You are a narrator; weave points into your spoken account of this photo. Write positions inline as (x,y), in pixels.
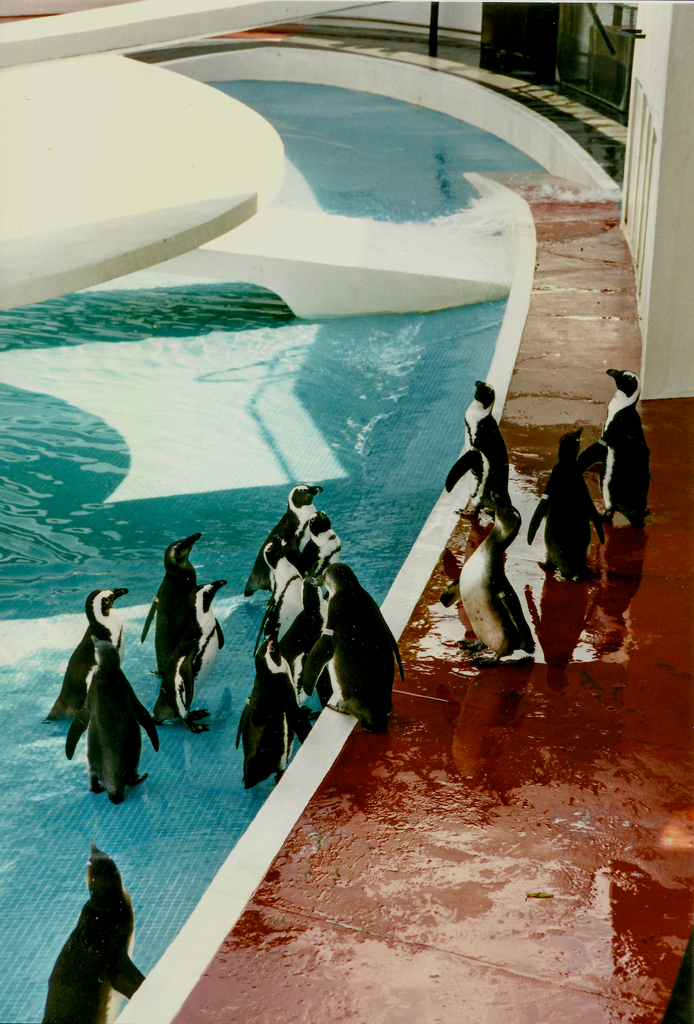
In this image there are penguins (288,693) in a pool (341,430) and few are on a pavement (564,266).
